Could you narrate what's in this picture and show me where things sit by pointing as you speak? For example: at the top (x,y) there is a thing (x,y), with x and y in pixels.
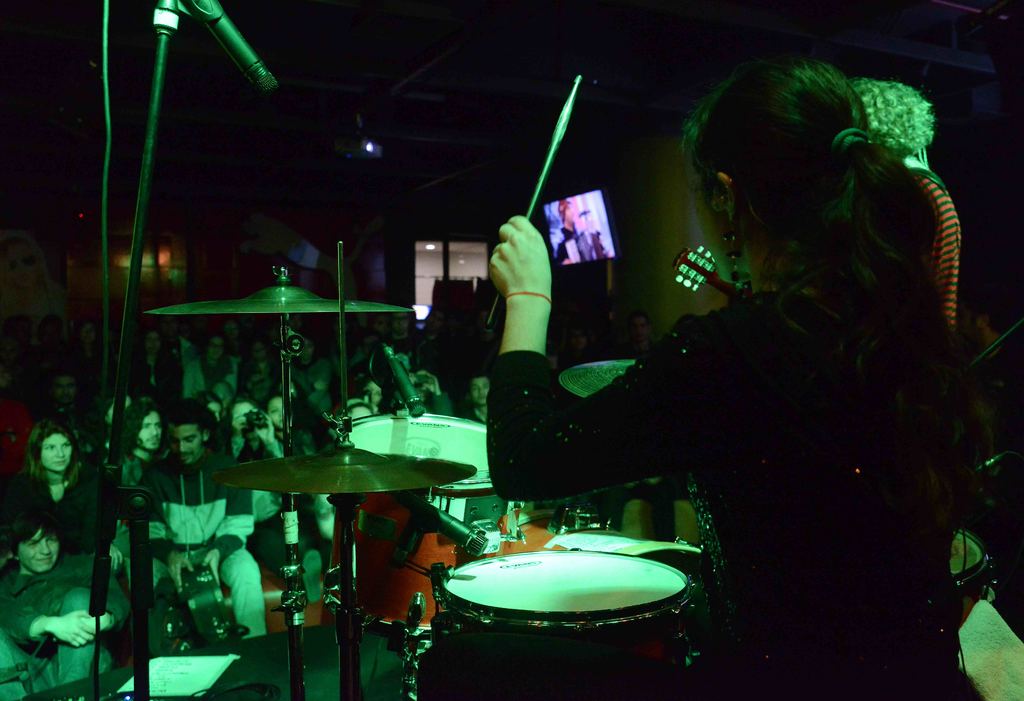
This image is clicked in a musical concert. There is one person (712,464) on the right side (706,368), she is playing drums (570,548). There is mic (247,64) on the left side (252,81). There is light (365,147) on the top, there are so many people (22,531) sitting in front of her.
